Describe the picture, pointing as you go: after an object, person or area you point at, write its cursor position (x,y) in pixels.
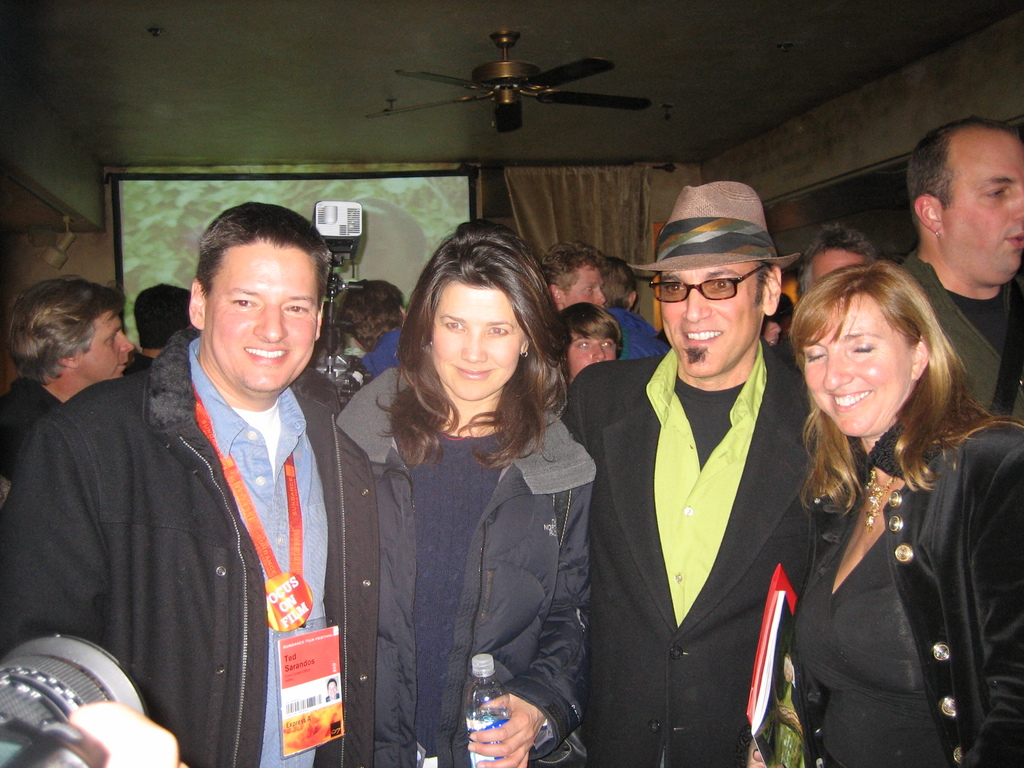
In the picture I can see a person (93,711) holding a camera (60,714) is on the left side of the image (22,756) and we can see these people (151,420) are standing here and smiling. In the background (962,305), we can see a few more people (997,285), we can see the screen (160,248), curtains (575,204), ceiling fan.
